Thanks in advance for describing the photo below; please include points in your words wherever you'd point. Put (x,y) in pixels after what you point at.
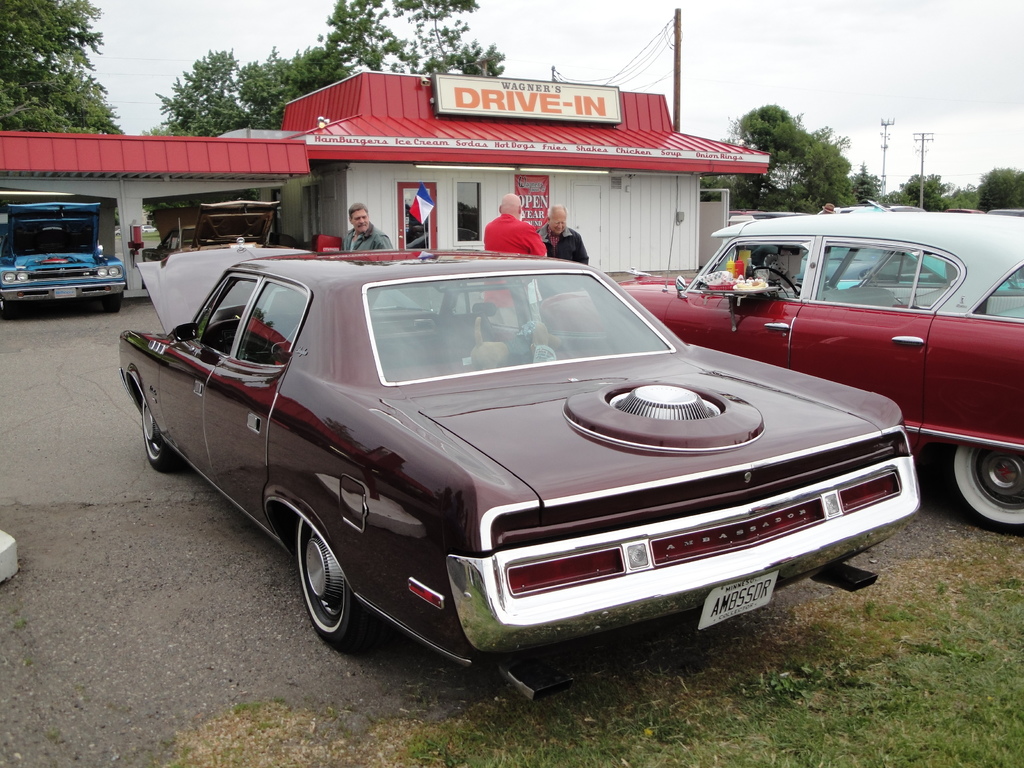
In this image there are vehicles (344,474) on a pavement (198,579) and there are people (498,247) standing near the vehicle (493,264), in the background (394,153) there is a restaurant (520,126), tree (937,195), poles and the sky (691,100).
